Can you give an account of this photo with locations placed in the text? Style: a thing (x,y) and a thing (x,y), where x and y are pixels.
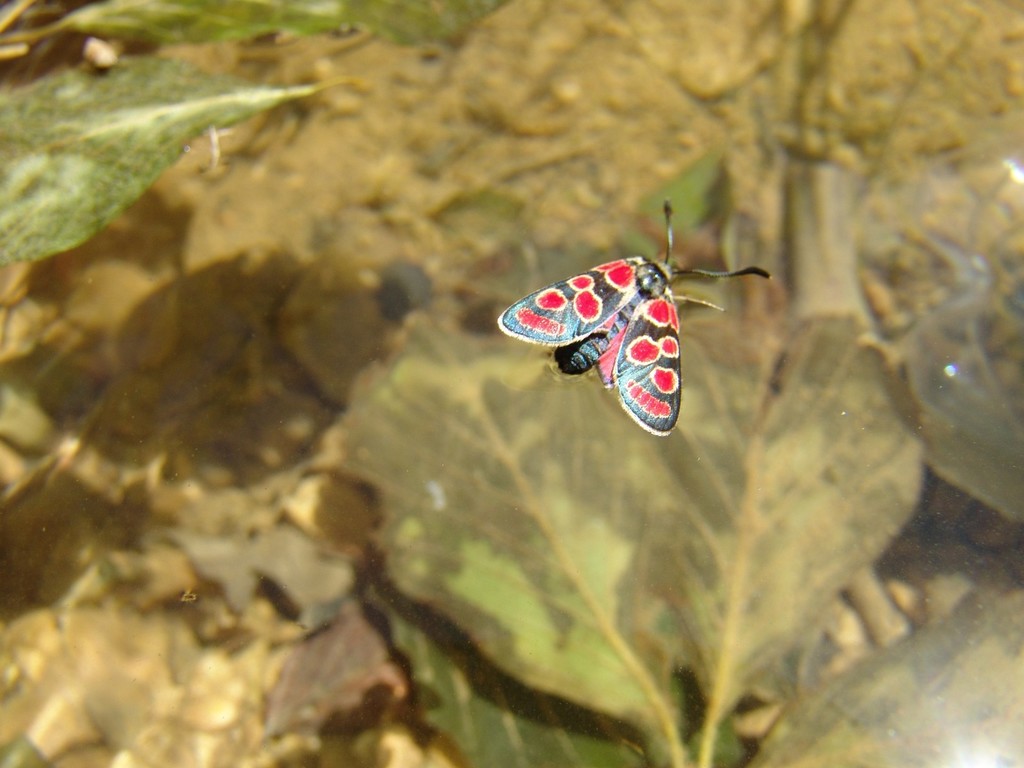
In this image in the front (647,328) there is a butterfly (644,328). In the background (578,430) there are leaves (783,469).
